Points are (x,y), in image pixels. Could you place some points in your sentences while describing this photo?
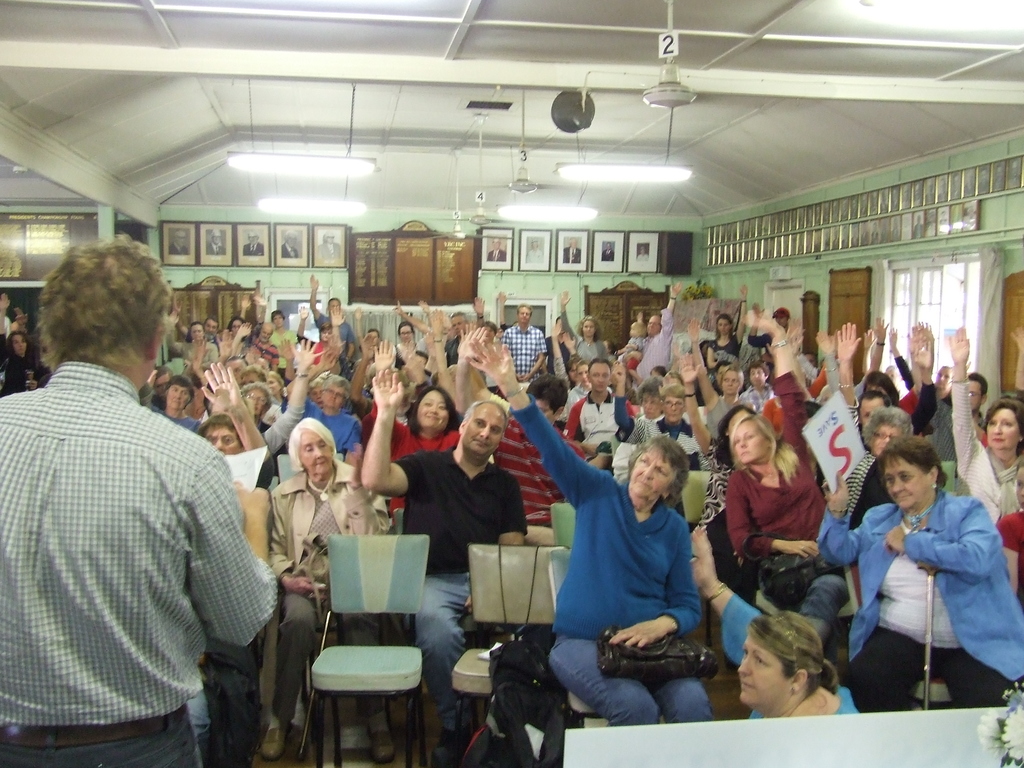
This picture shows a group of people (230,417) seated on the chairs (534,553) and we see a man (243,624) standing and holding a paper (248,454) in his hand (263,507) and we see few photo frames (577,232) on the wall (588,225).
